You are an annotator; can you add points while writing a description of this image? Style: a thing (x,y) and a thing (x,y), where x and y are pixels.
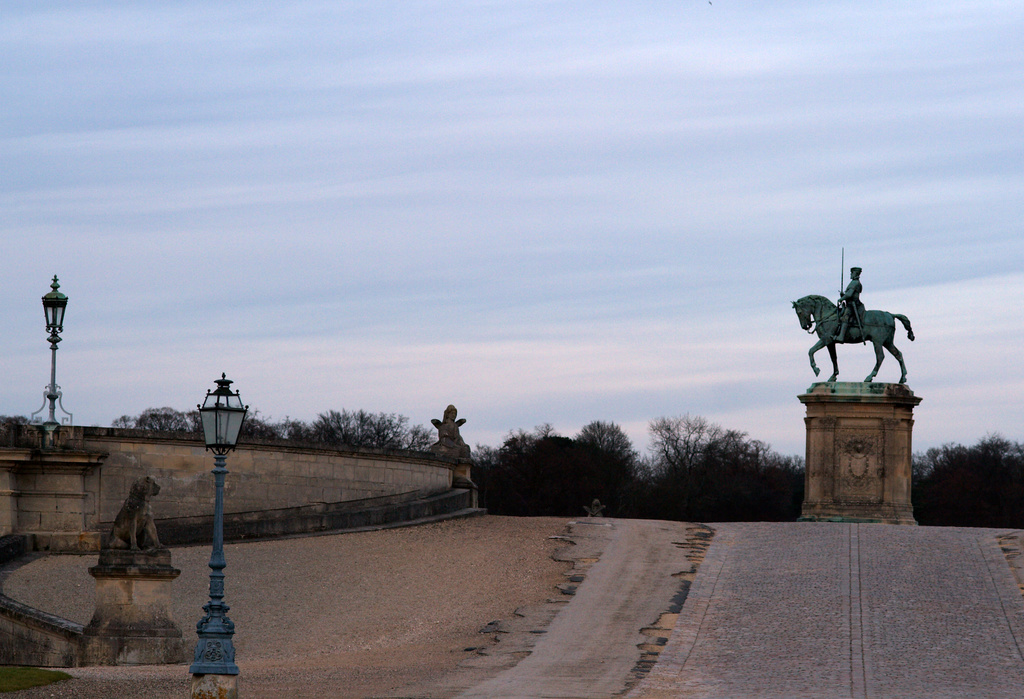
In this image I can see the ground (439,566), few poles (222,478) with lights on top of them, few statues (147,505) which are in the shape of animal (440,450) and a wall (176,487). I can see the statue (851,320) of a person (857,310) sitting on the horse (809,310). In the background (722,432) I can see few trees (378,436) and the sky (564,229).
